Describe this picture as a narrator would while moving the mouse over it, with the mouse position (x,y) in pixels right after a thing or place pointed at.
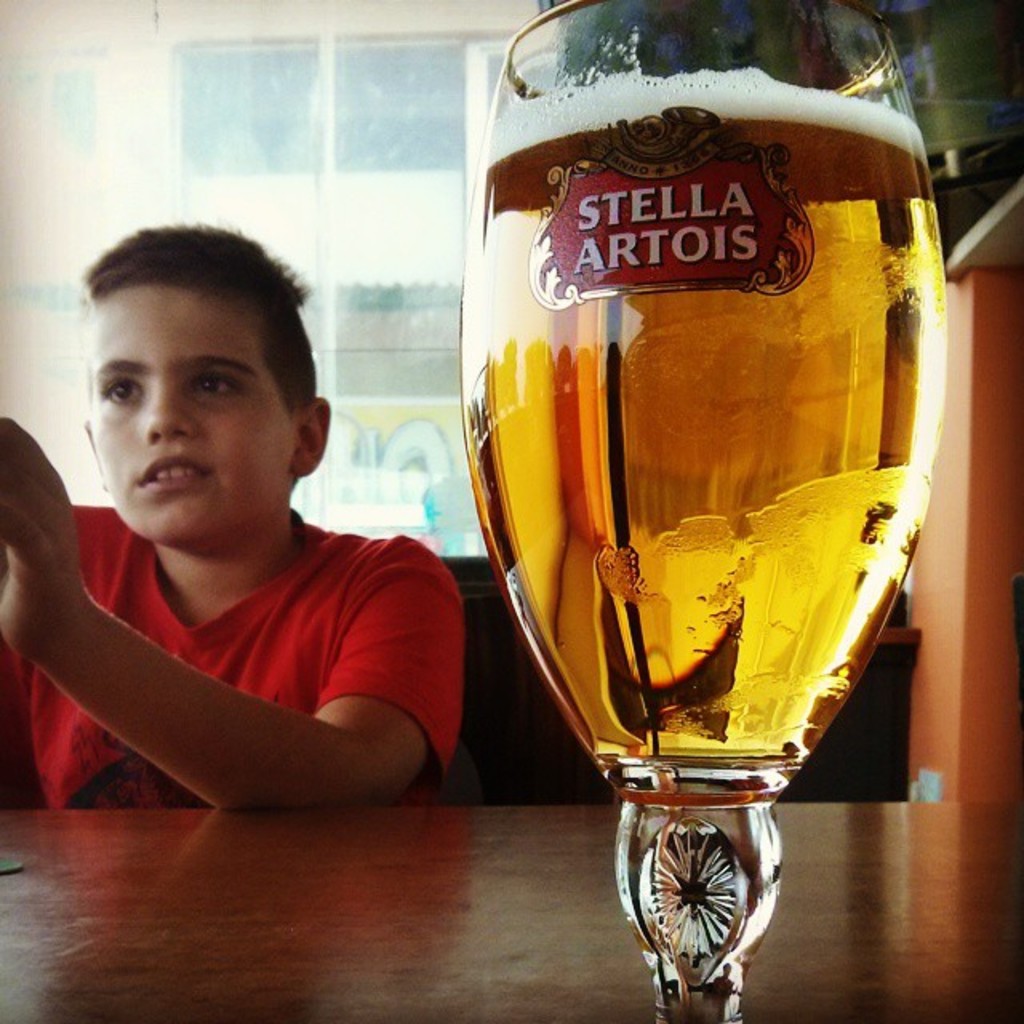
In this image I can see the brown colored table (342,864) and on the table (305,912) I can see a wine glass (688,702) with liquid (675,451) in it. I can see a boy (314,615) wearing red colored t shirt (363,652) is sitting behind the table (297,855). In the background (325,285) I can see the glass window (398,302) through which I can see another building (380,325).
